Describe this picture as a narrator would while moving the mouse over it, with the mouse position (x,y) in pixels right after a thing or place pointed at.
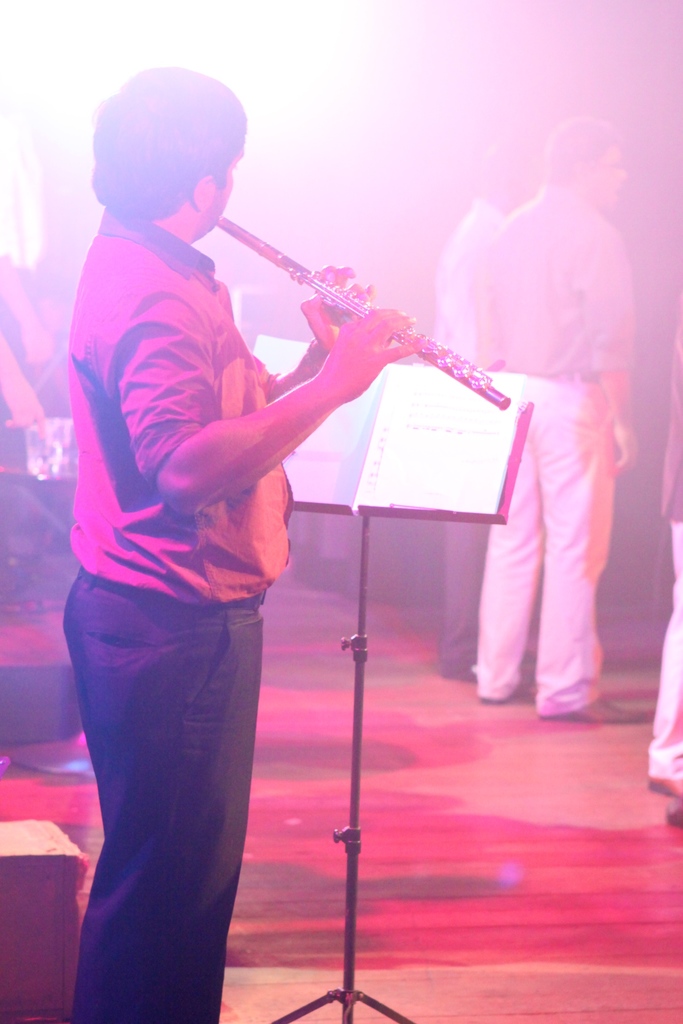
In this image we can see a man (227,808) standing on the floor (319,994) holding a flute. We can also see a book (332,441) with a stand (365,547) beside him. On the backside (528,497) we can see a group of people (566,498) standing on the floor (430,871).
